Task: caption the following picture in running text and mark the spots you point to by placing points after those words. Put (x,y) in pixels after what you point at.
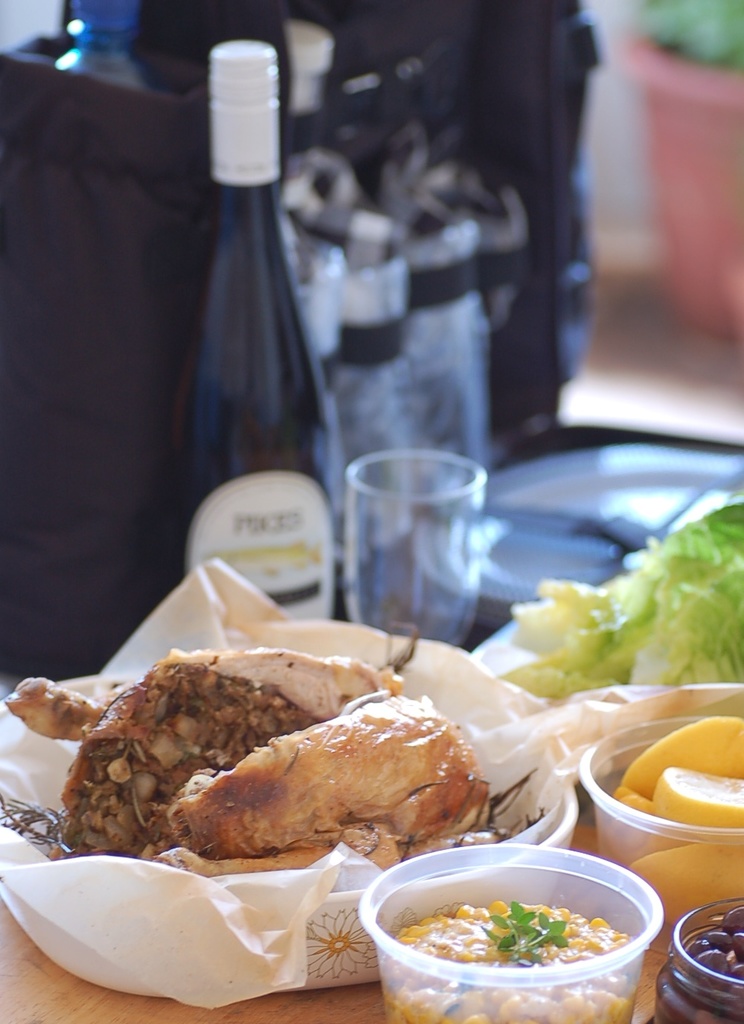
In this picture we can see some food (736,655) on the table (137,1021). This is glass (420,548) and there is a bottle (271,456) on the table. And this is bowl (480,1017).
